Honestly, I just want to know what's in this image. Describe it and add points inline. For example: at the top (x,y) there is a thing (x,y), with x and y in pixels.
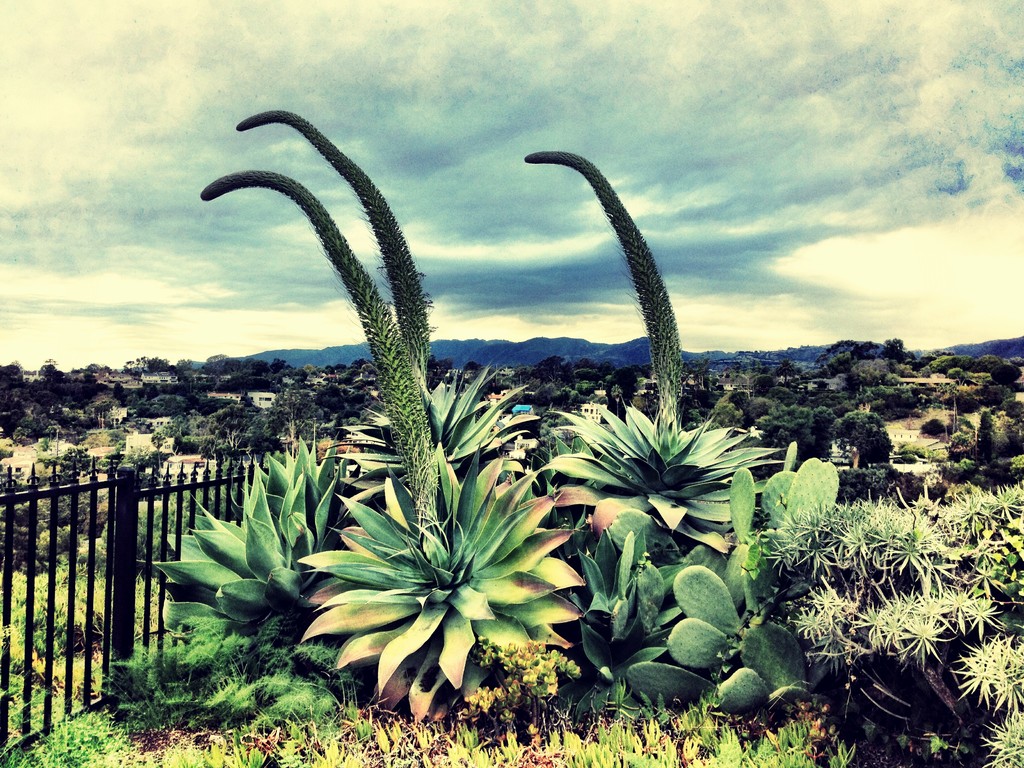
In this image, we can see some plants (539,630), grass (115,762), trees (707,410), houses (737,385), hills (638,364). We can see the fence (121,547) and the sky (433,238) with clouds (395,198).
